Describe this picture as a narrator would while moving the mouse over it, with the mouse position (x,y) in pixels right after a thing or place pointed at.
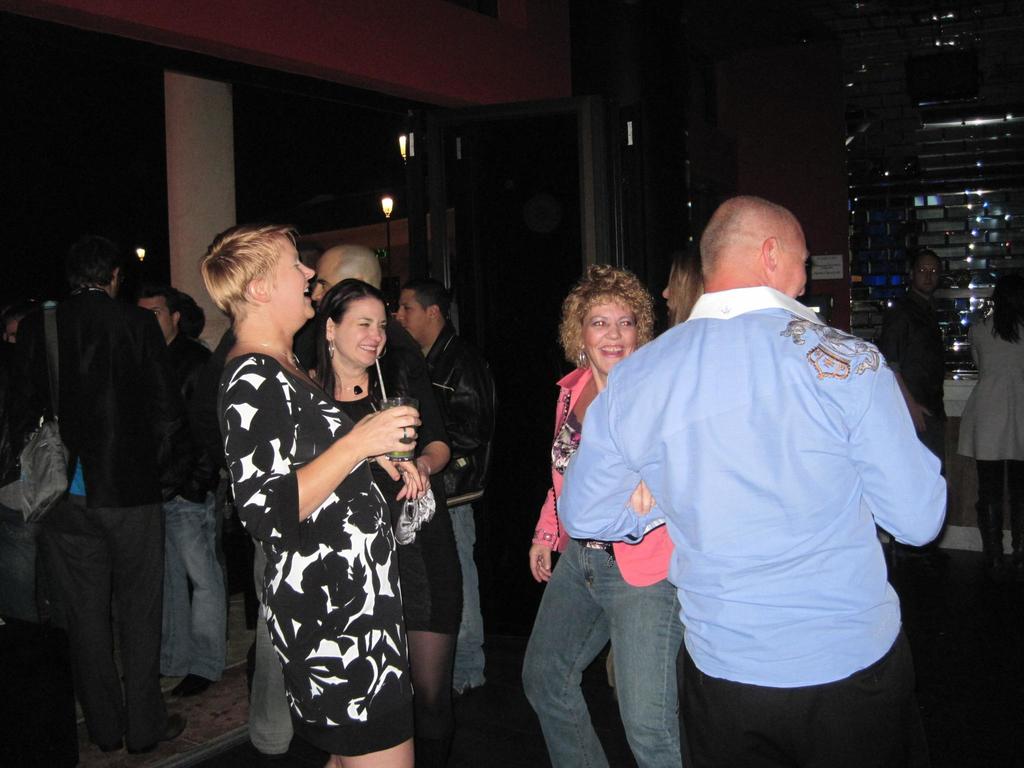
In this image, we can see a group of people (352,572) standing. On the right side (997,398), we can see two people (982,396) are standing in front of the metal grill (972,262). On the left side (197,138), we can see a pillar (185,172). In the background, we can see some street lights (389,251). At the top (353,187), we can see black color.
